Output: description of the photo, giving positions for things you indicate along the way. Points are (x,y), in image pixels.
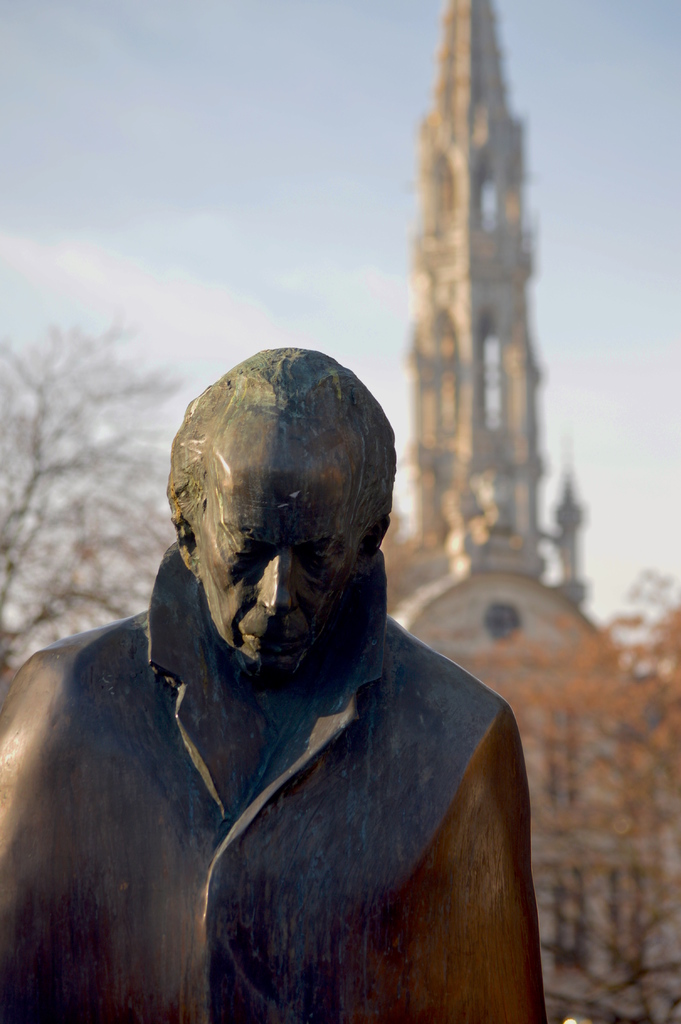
In front of the image there is a statue (411,749). Behind the statue (436,715) there is a building (538,781). There are trees (12,359). At the top of the image (267,107) there is sky (267,107).
